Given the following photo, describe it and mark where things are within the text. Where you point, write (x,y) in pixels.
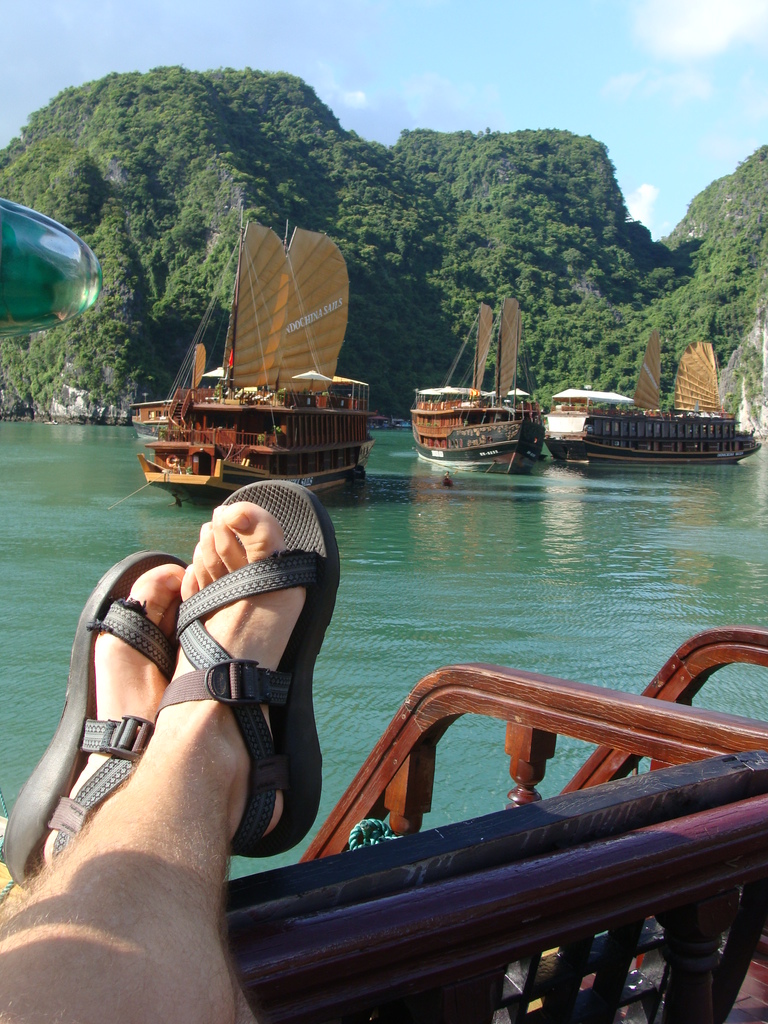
In the center of the image (286,430) a boats (573,435) are present. In the background of the image (371,276) trees (460,264) are there. In the middle of the image (509,529) water (509,511) is present. At the bottom left corner (202,946) a person legs (149,927) are there. At the top of the image (430,88) sky (460,60) is present.
